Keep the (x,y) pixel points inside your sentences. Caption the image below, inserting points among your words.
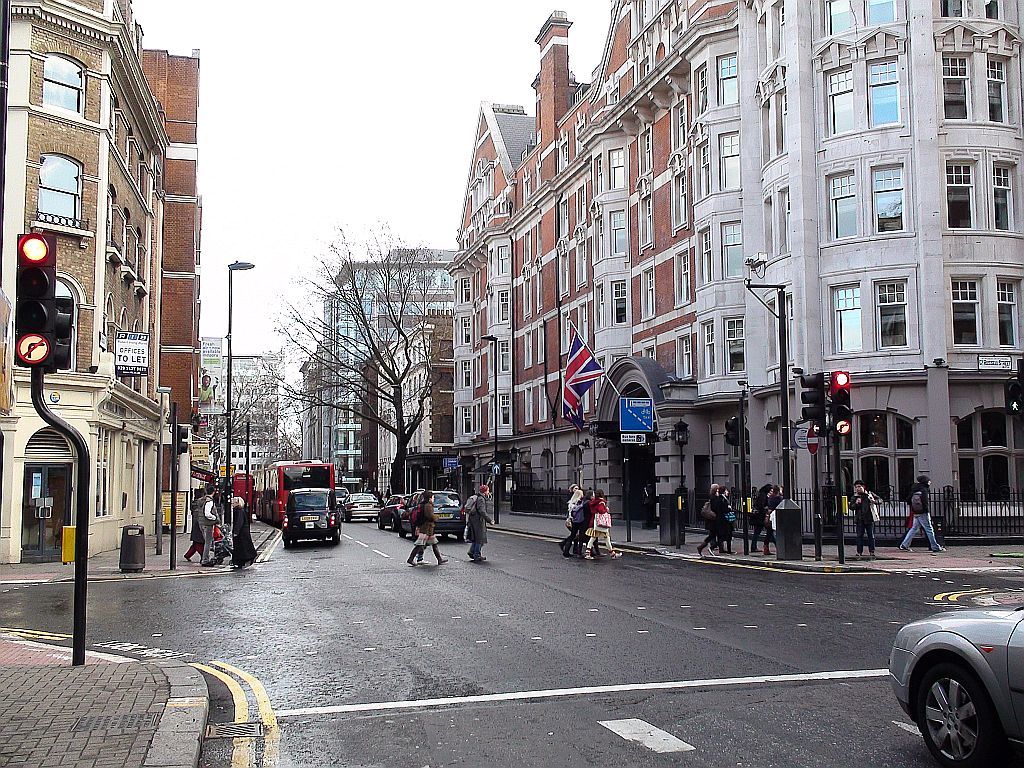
In this image at the center (348,508) there are vehicles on the road (406,564). On both right and left side of the image (107,208) there are buildings (376,312), trees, street lights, traffic signals (842,399). At the background (570,16) there is sky (366,54).
